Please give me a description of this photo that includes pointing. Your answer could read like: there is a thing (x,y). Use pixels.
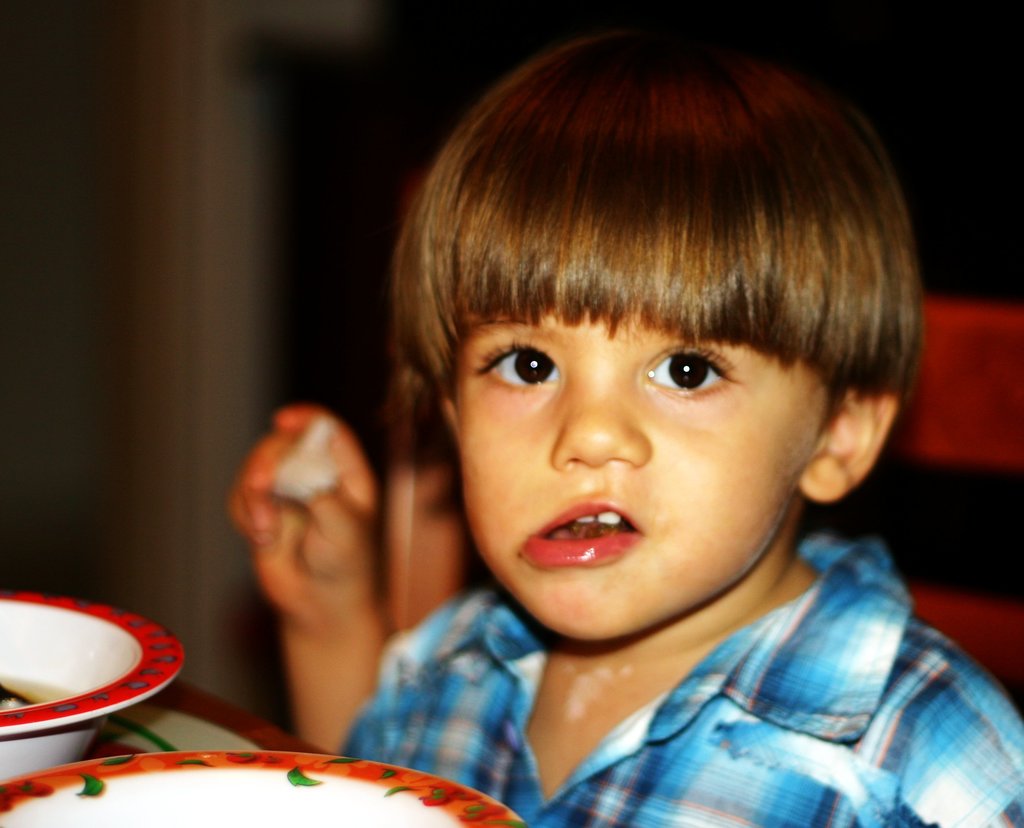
In the center of the image (479,371) we can see boy (478,522) sitting on the chair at the table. On the table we can see bowls (58,664) and plate (246,812).
